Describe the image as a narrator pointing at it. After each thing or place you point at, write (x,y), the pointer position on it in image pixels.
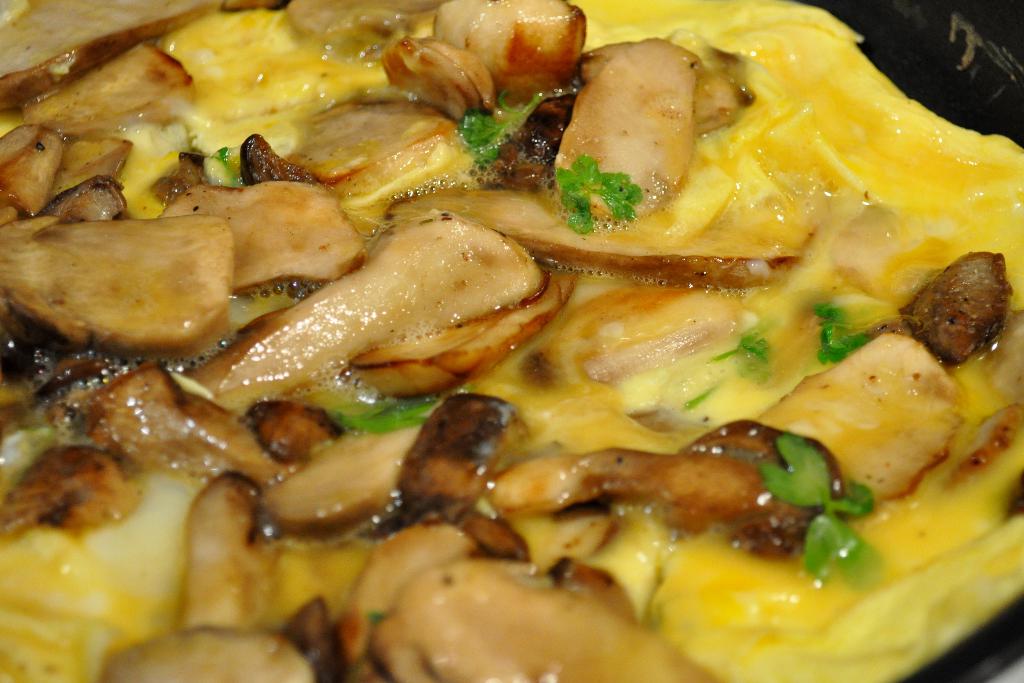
In this image I can see the food (313,446) and the food (706,355) is in yellow, green and cream color.
